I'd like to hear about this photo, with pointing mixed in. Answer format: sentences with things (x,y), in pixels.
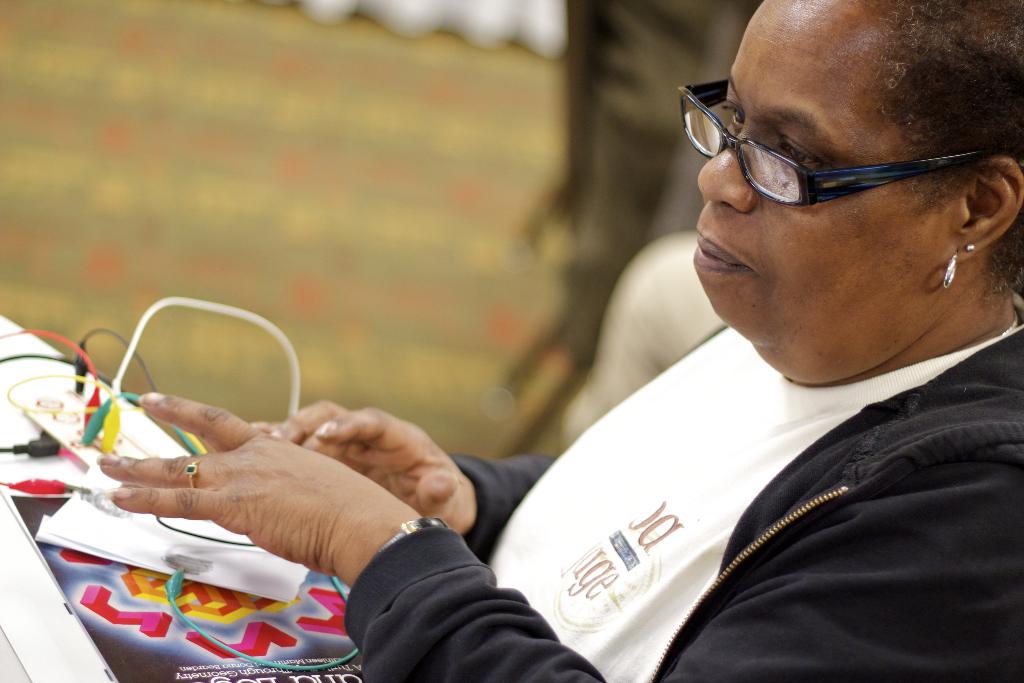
In the picture I can see a woman (1016,424) on the right side (908,270) and she is wearing a black color jacket (916,461). I can see the adapter cables (86,370) and a design paper (195,660) on the left side (211,656).
